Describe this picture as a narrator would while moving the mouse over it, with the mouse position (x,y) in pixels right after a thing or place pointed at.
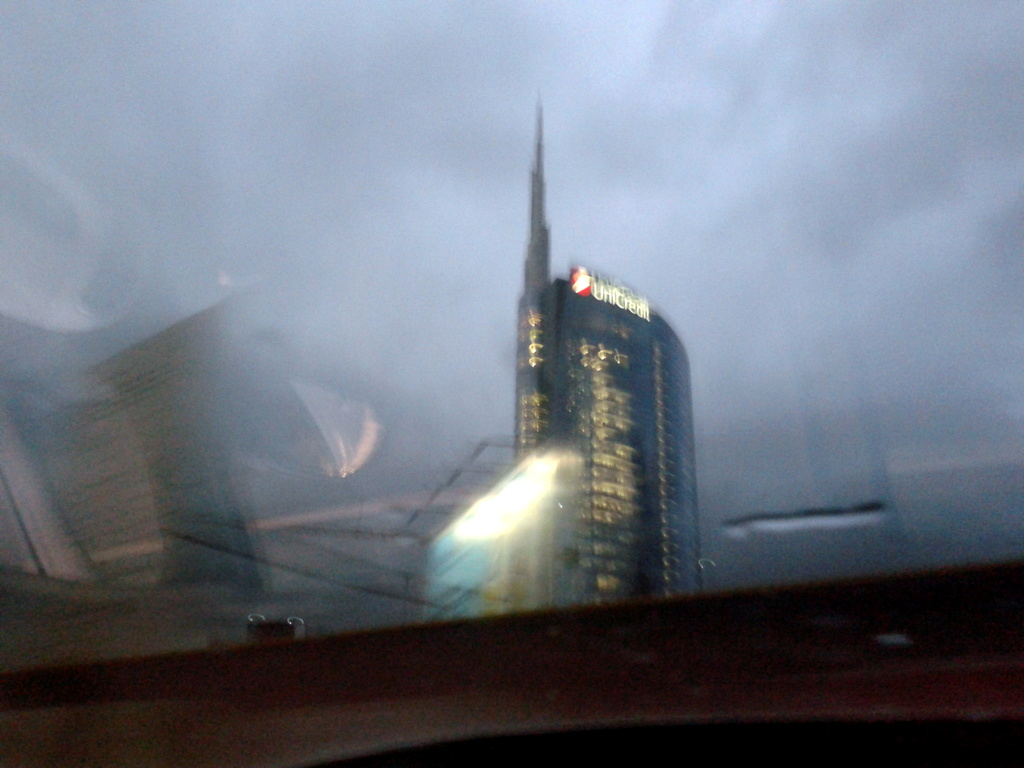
In the image there is a glass window (204,565) in the front (840,371) and behind it there is building (577,369) in the background (540,382) and above its sky (364,159) with clouds (213,223).
